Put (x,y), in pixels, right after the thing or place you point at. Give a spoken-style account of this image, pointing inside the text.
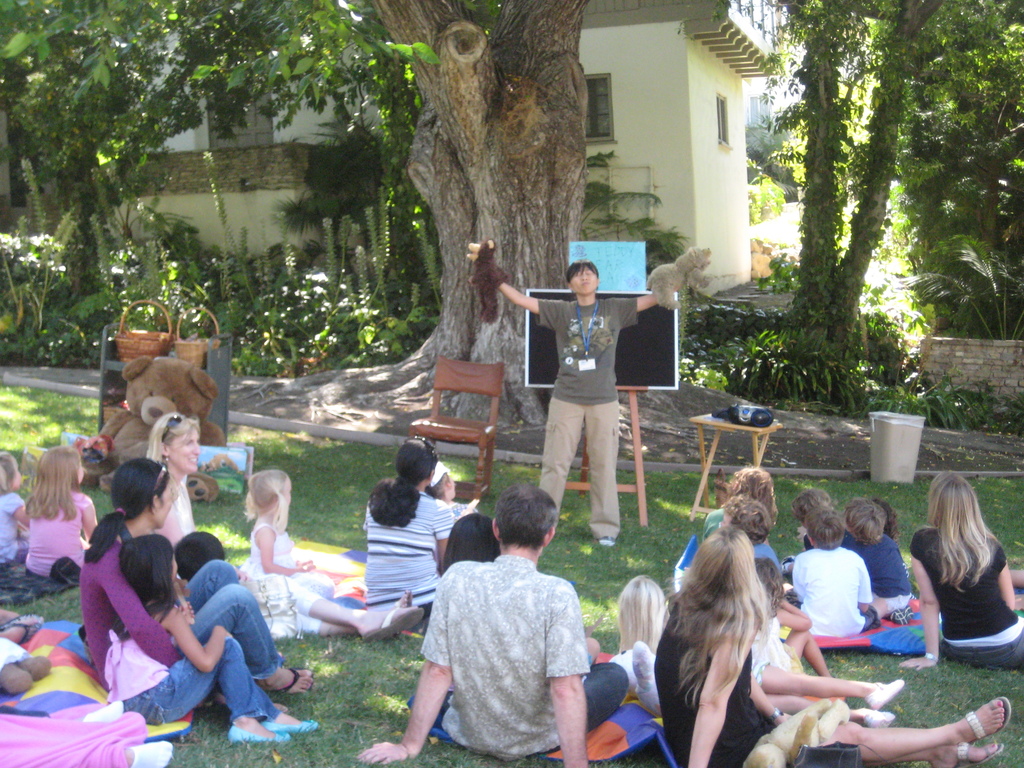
In the picture we can see a grass surface (285,767) on it, we can see some people (123,590) are sitting with some children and one man (591,382) is standing and doing some action and behind him we can see a blackboard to the stand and beside it, we can see a chair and a table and placed something on it and behind it we can see a tree (478,29), some plants (95,330) and a house (610,185) with some windows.
